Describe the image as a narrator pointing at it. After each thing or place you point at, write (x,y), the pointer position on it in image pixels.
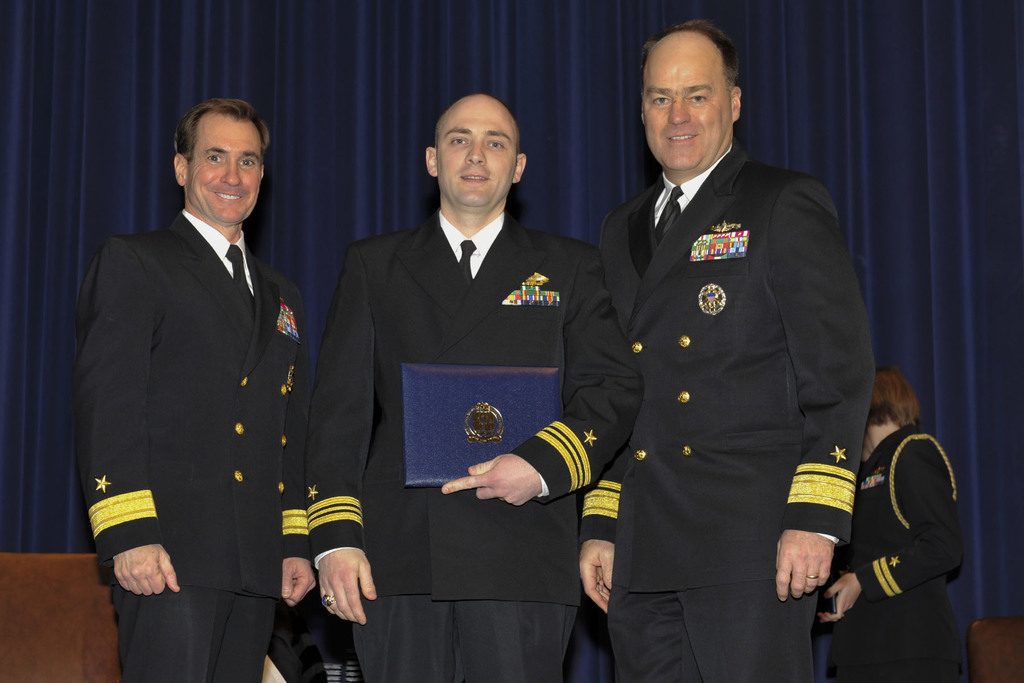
In this picture we can see some people (484,222) are standing and smiling and wearing coats (621,426) and a man (586,426) is holding an object (476,451). In the background of the image (80,177) we can see the curtain (923,322). At the bottom of the image (49,590) we can see the chairs (50,569).
